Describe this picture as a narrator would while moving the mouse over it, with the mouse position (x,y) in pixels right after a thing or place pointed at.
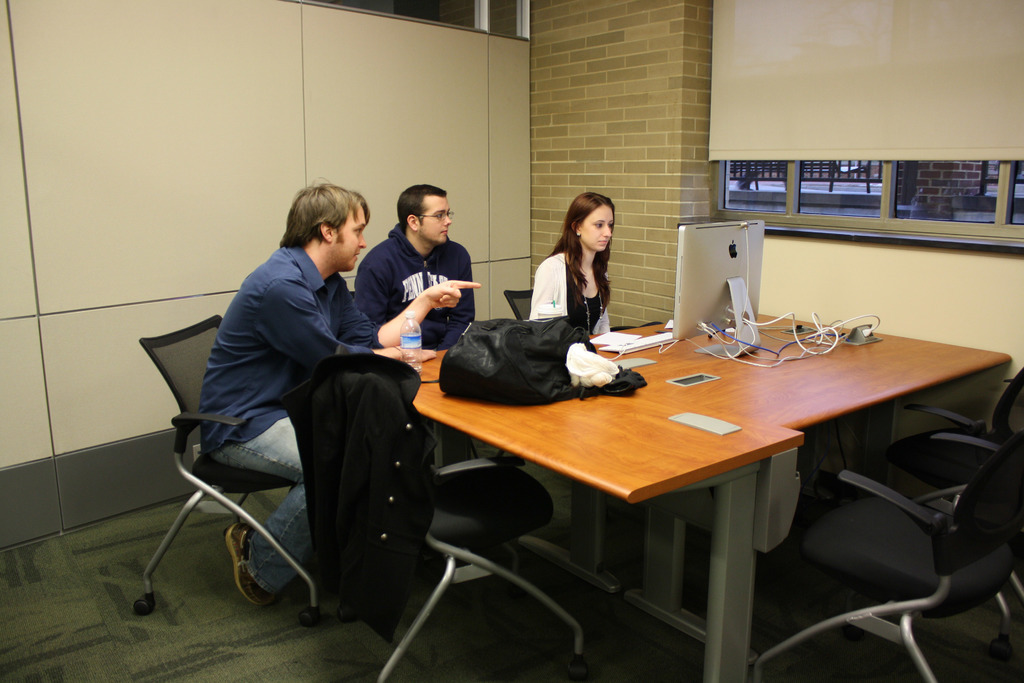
In the given image we can see there are three persons (424,329) sitting on a chair (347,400). There is a table (680,344) on which a system (716,349) is kept. There is a water bottle (412,366) on a table (436,389).
